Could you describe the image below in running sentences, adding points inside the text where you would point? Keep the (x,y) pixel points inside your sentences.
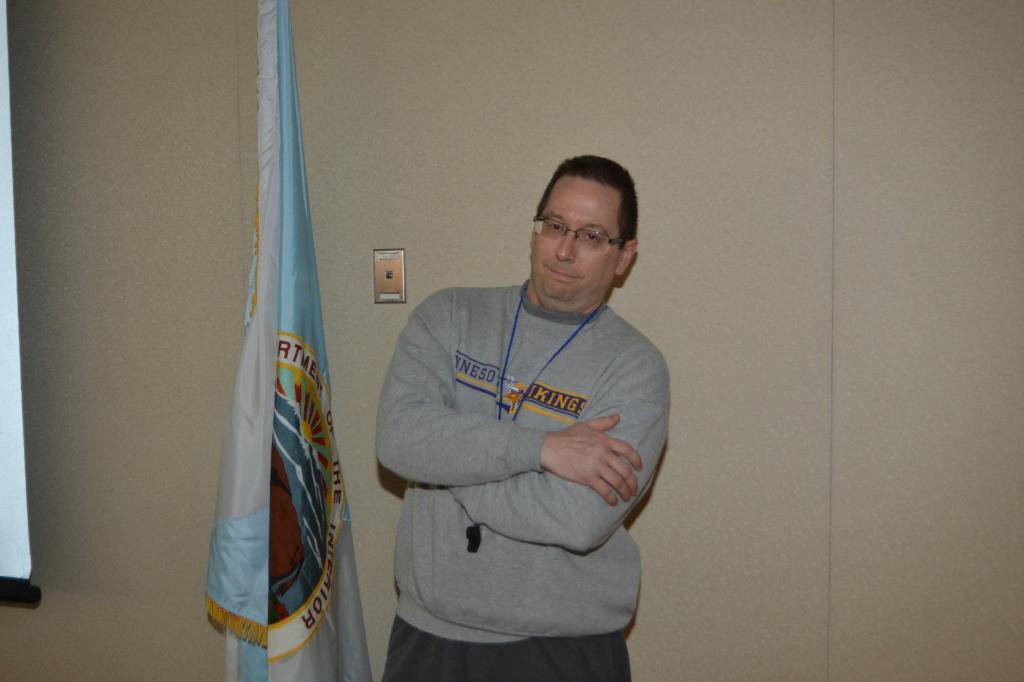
In the image we can see the person (533,379) who is standing in the middle (572,247), he is wearing a jacket (581,363) and glasses (599,245). There is a whistle (470,547) around his neck (533,295). Behind him there is a wall (834,178) which is of cream colour. Beside the person (484,409) there is a flag (283,426).
